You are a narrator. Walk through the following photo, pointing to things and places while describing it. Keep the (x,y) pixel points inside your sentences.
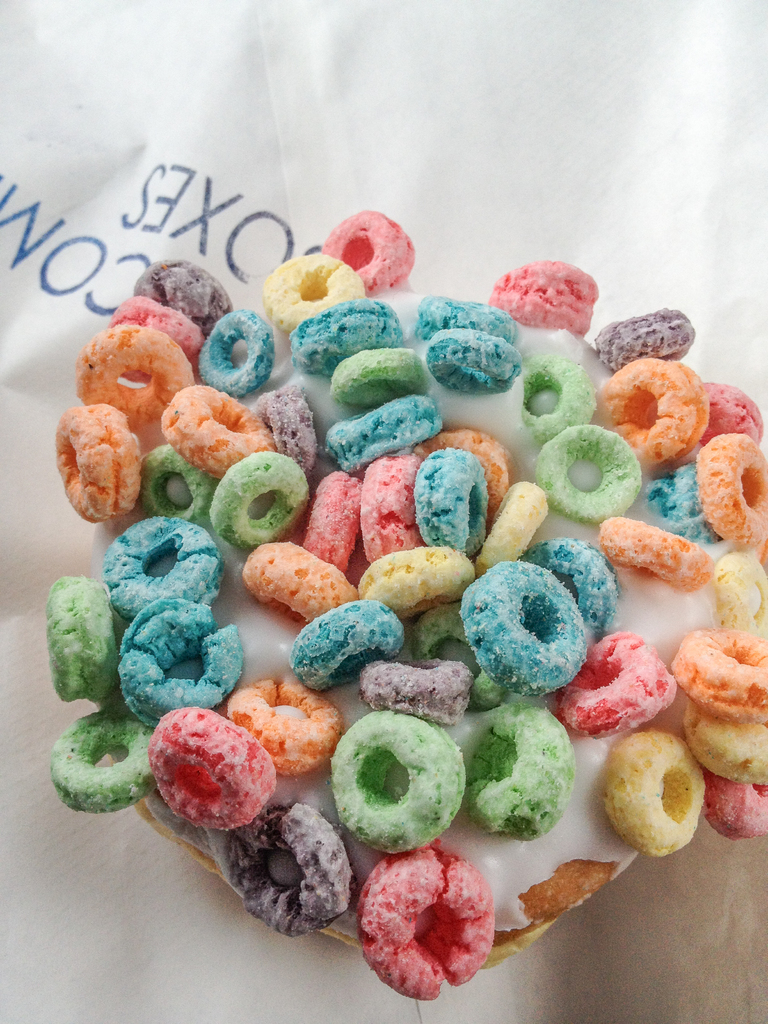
In this image I can see a white colour thing (351,200) and on it I can see number of colourful things (464,957). On the left side of this image (48,266) I can see something is written.
